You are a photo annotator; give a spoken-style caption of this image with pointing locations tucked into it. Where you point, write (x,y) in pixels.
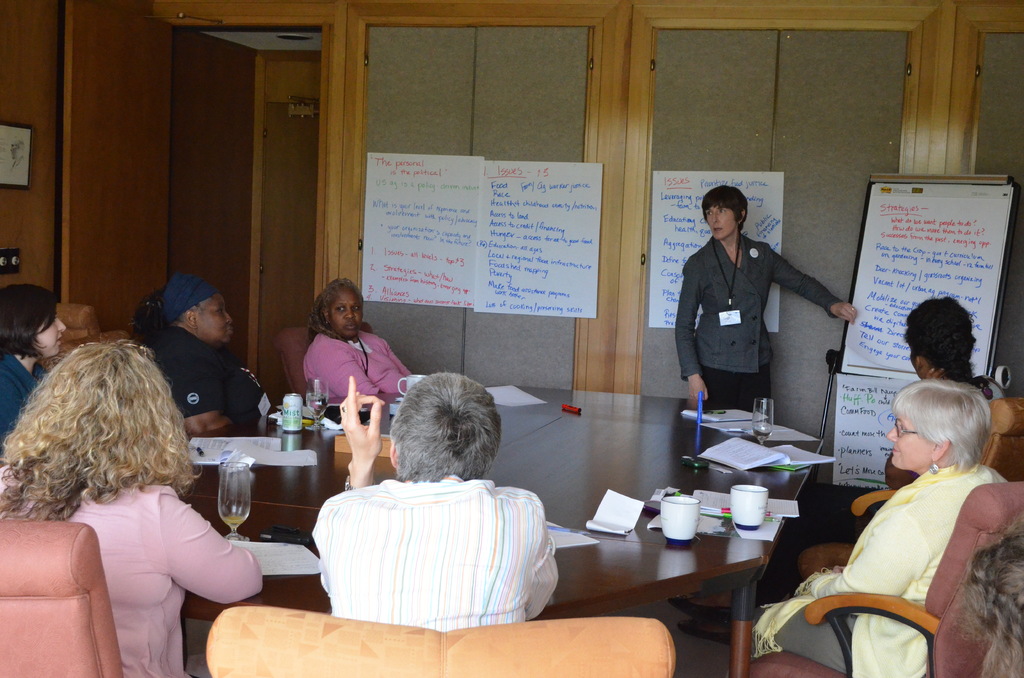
In this picture there are group of people (394,368), they are sitting around the table (772,473) and there is a board (1004,236) at the right side of the image (889,192) and the lady (693,385) who is standing at the right side of the image (715,386) she is explaining from the board (875,284) and there is a door (253,187) at the left side of the image (218,214).
